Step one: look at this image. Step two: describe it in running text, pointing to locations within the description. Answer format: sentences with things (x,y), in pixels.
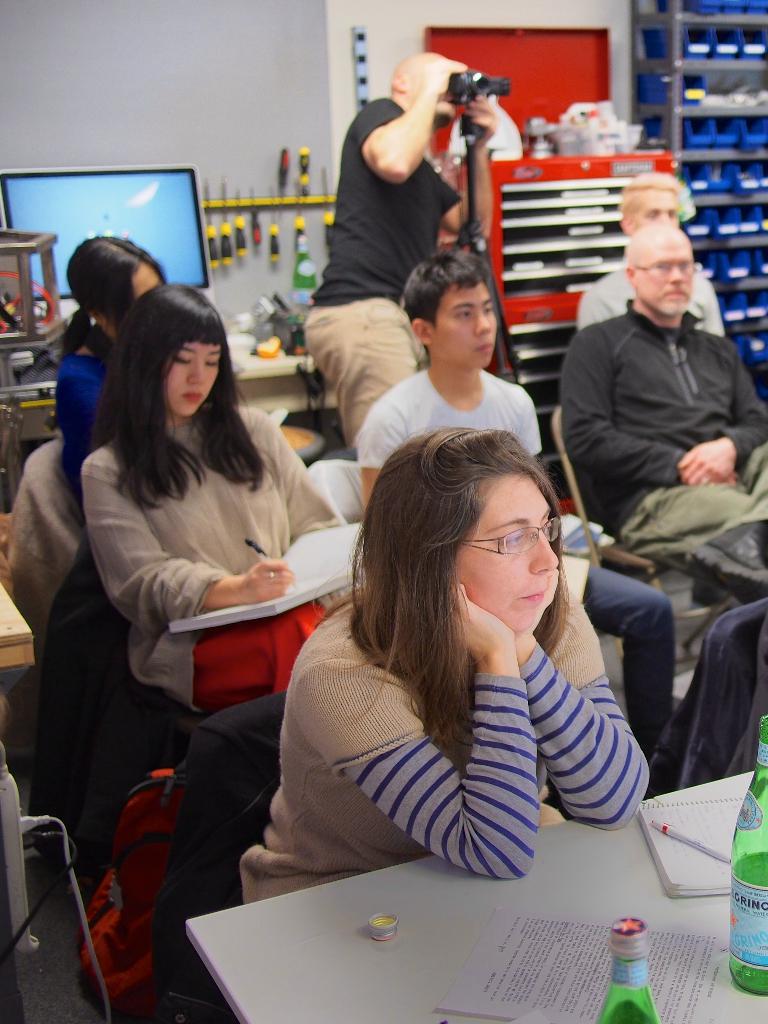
This image is clicked in a room (251,98). There are so many people (407,455) in this image. One of them who is on the back side (357,244) is clicking pictures and all the other people (509,494) are sitting. There is a monitor (58,174) on the left side (166,206) and there are racks (647,147) on the top right corner (703,160). There are tables (338,958) and chairs (676,785) on that table (634,846) there are bottles (755,916), papers (558,930), books (679,861), pens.
